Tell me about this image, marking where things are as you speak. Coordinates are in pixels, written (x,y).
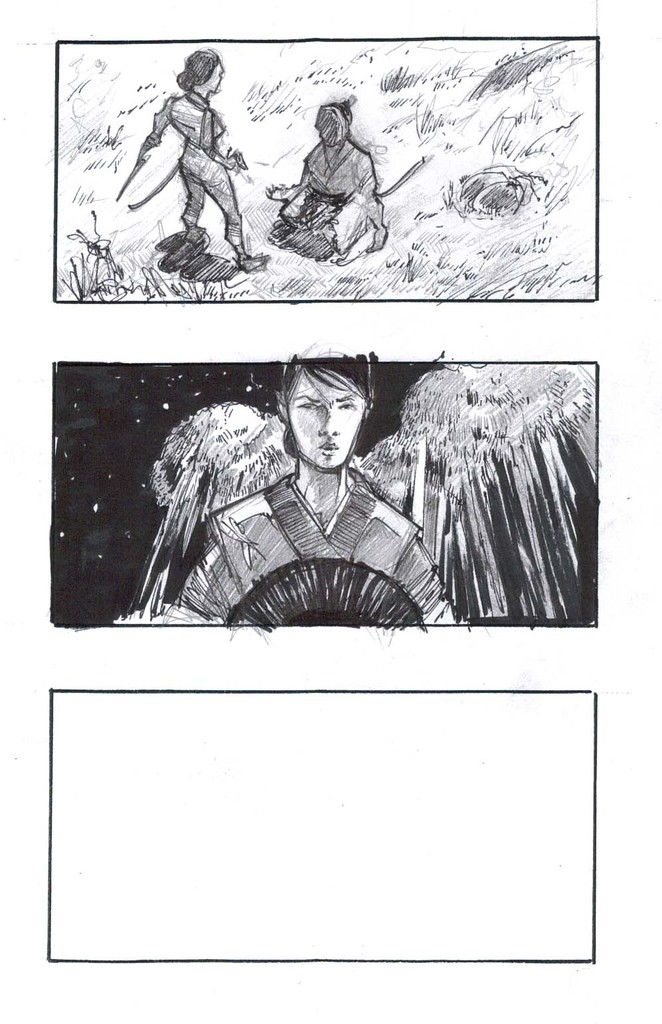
This image looks like a painting, in which I can see three persons (321,505), grass (442,265), stones (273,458), some objects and the sky (376,403).
